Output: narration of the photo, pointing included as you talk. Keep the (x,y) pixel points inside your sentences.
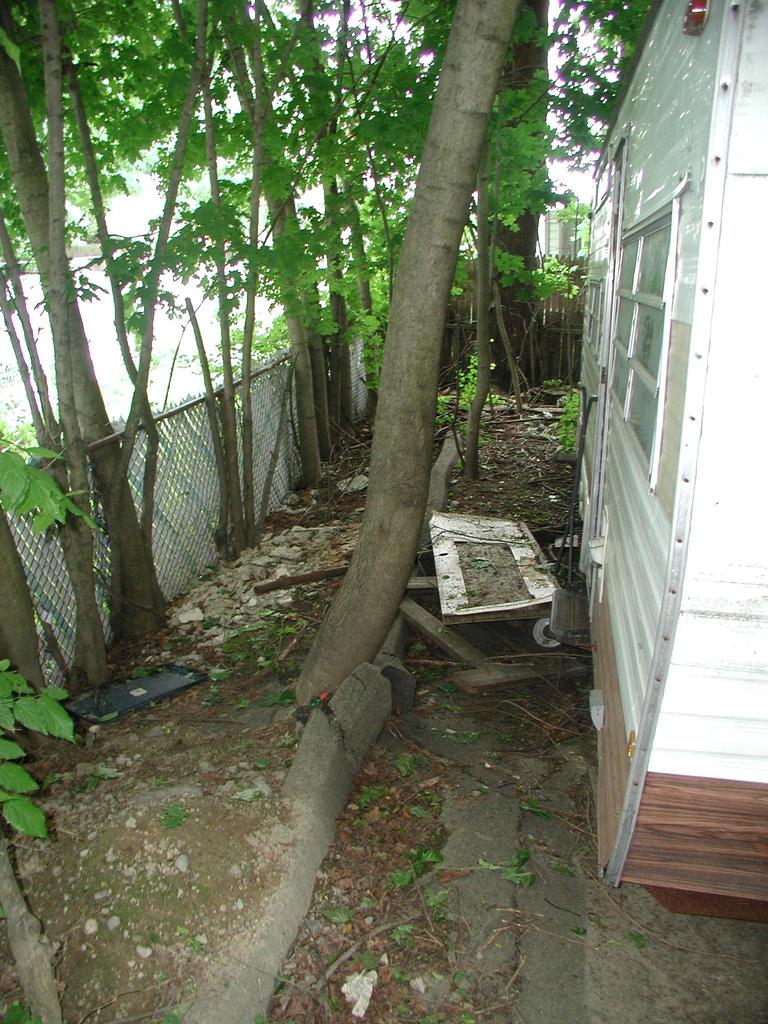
In this image there is a backyard (434,967), in that backyard (431,958) there are trees (106,445) and the backyard (546,483) is separated with fencing (171,516) and there is a house (670,25) in the backyard (494,504).
